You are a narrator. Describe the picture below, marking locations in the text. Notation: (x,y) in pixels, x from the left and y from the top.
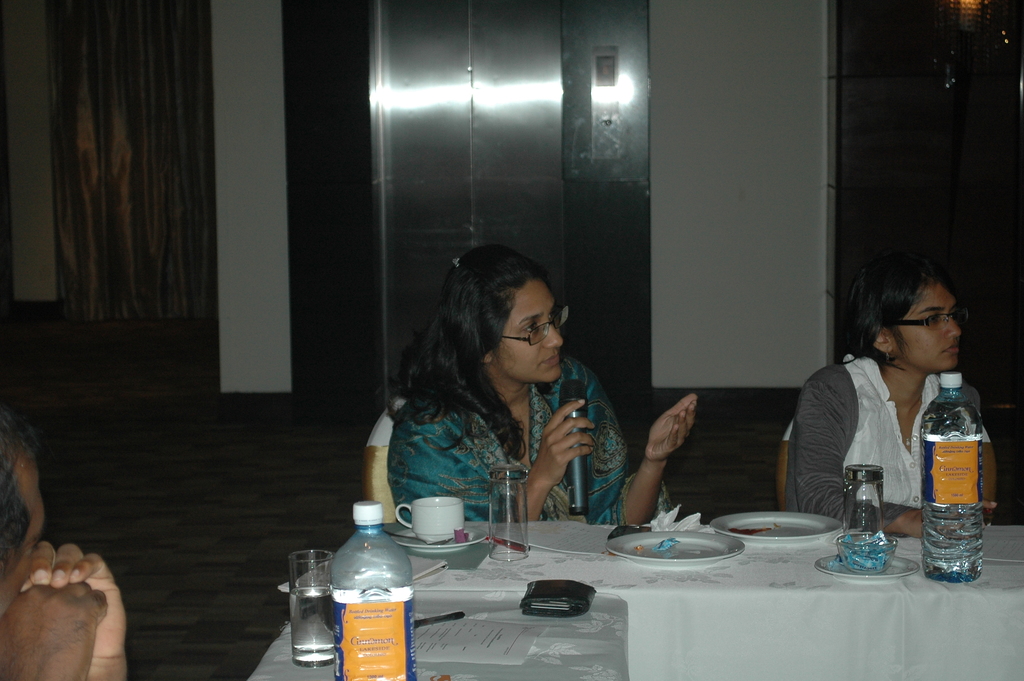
There are two women (486,398) sitting on the chairs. One woman (616,452) is holding mike (580,508) and talking. This is the table (686,580) covered with white cloth (796,625). These are the plates (677,557), water bottle (958,552), cup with saucer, paper (445,646), this looks like a black object (547,595) which are placed on the table (759,576). At the left corner of the image (86,592) I can see person hand (87,615). At background (155,193) I can see curtain (140,175) hanging. This looks like a lift door (486,154).
